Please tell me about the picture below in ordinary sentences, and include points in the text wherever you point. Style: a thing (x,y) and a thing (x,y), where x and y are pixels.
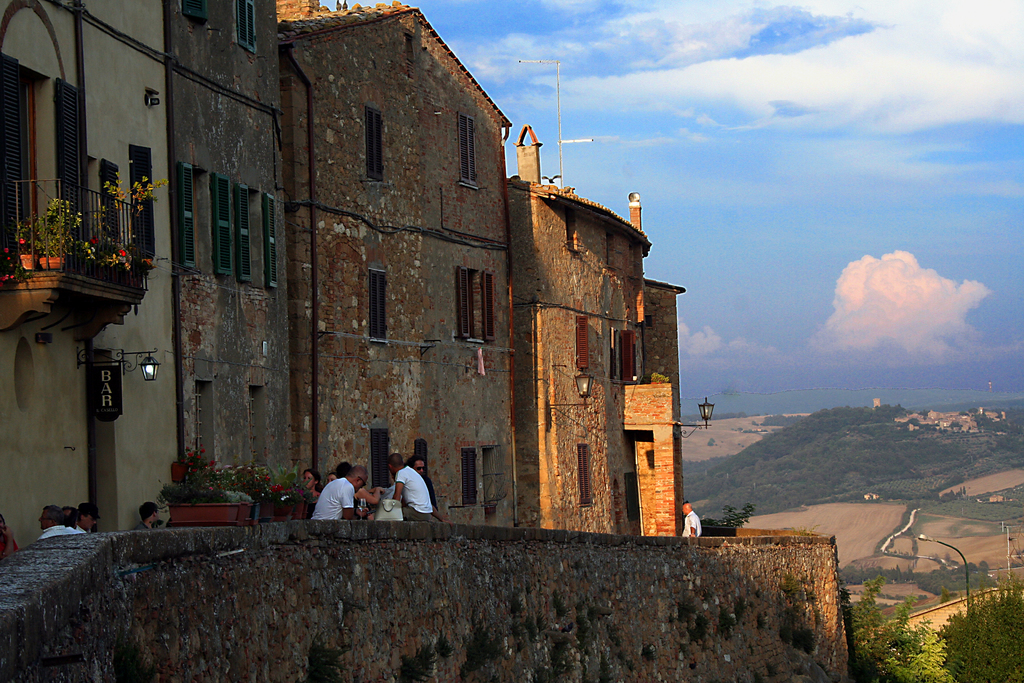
At the bottom of the picture (414,608), we see the wall (500,615) which is made up of stones (625,624). In the middle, we see the people (424,499) are sitting. Beside them, we see the flower pots (188,496). On the left side (154,507), we see the people (151,519) are standing. We see the flower pots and the iron railing (103,226). Beside that, we see the buildings (300,177) and the lights (151,370). On the right side (892,625), we see the trees (895,640), pole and a street lights (964,560). There are trees (889,440) and buildings (946,616) in the background (883,417). At the top (796,205), we see the sky (792,252) and the clouds (893,293).
